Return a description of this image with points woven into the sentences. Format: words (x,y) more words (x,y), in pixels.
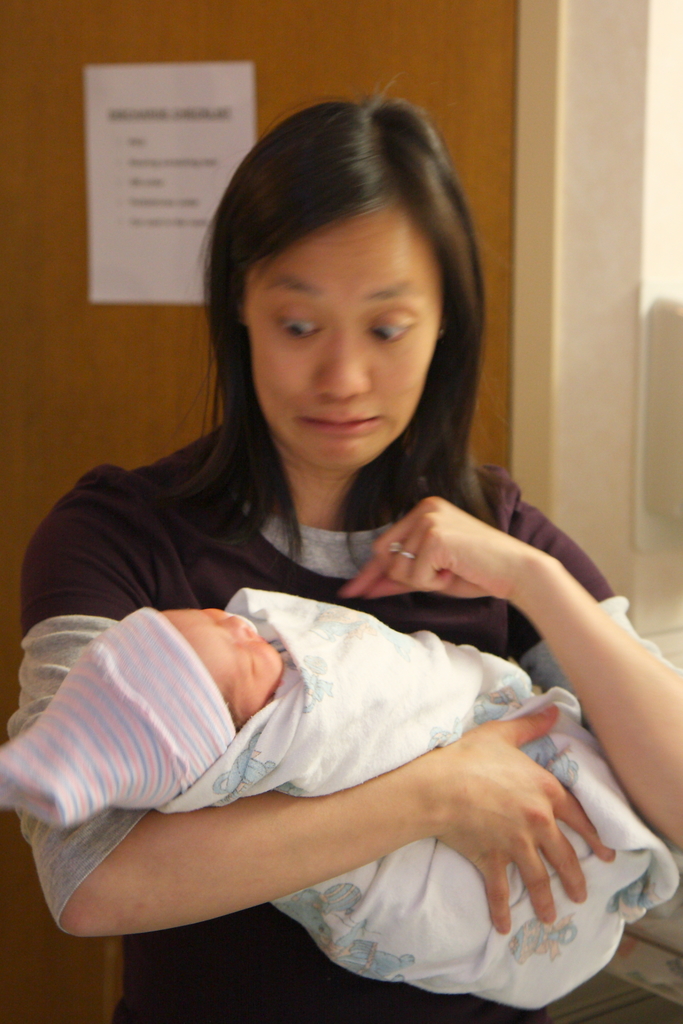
In the image there is a lady (503,497) standing and holding a baby (578,773) in her hands (505,779). Behind her there is a door (148,10). On the door (148,143) there is a paper (164,191) with some text (218,115) on it.
